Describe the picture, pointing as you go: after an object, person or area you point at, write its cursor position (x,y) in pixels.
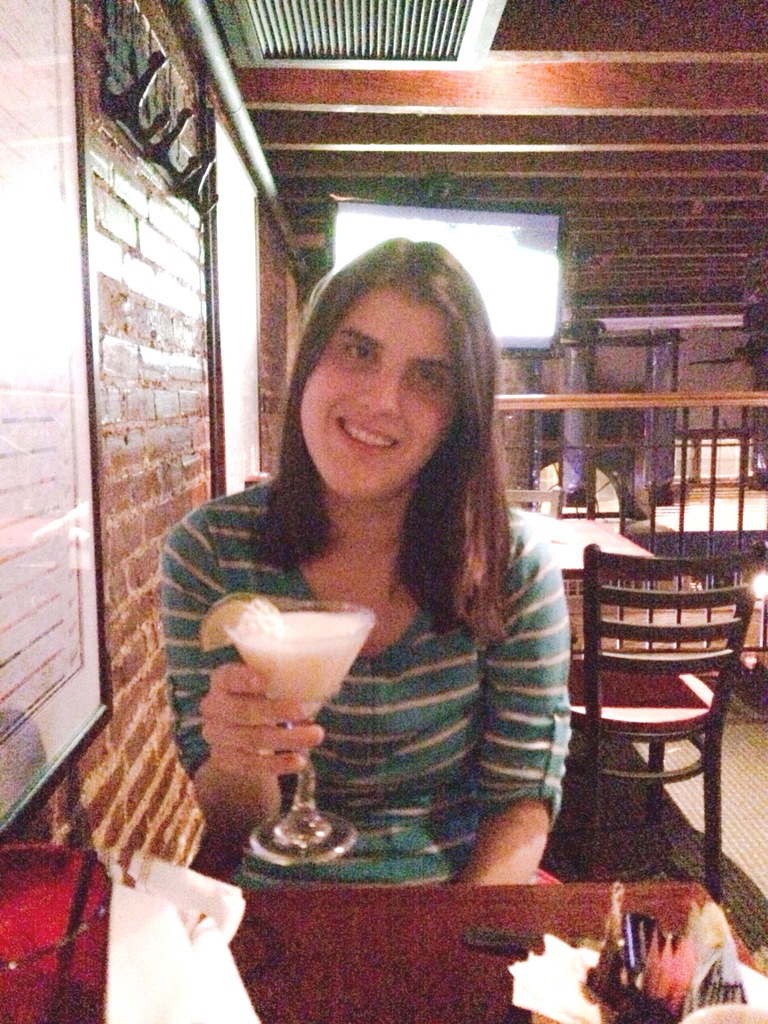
in the picture there is a restaurant (43,381) a woman (468,698) is sitting on chair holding a glass (352,844) with some food item (310,660) in it sitting in front of a table (426,892).
